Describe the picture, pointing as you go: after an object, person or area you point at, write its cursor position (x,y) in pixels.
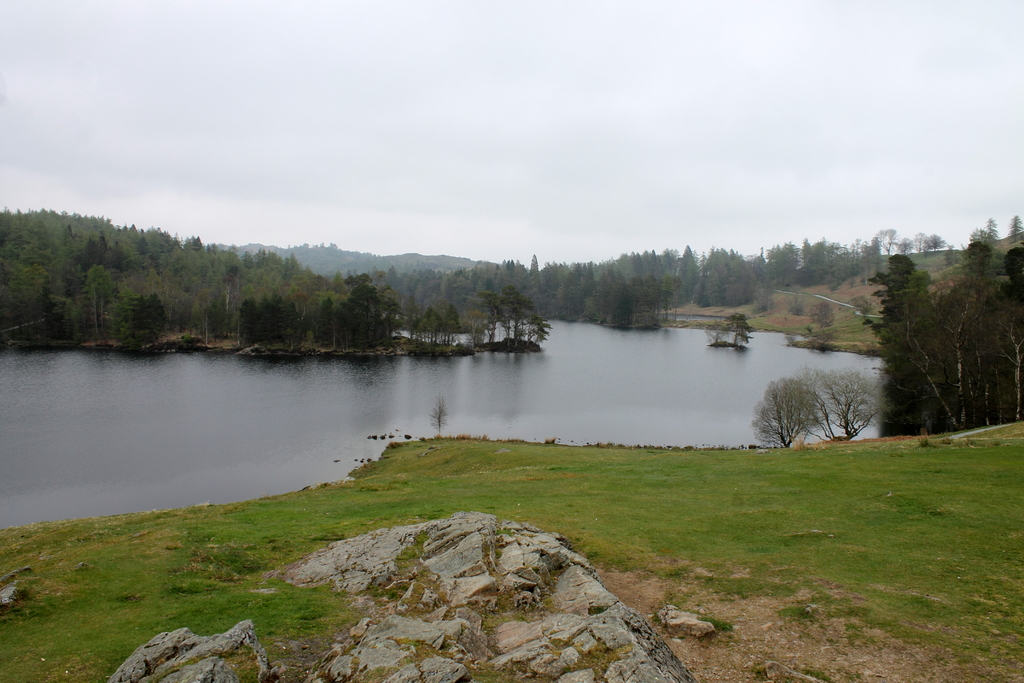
In the foreground of the picture (682,543) there are grass (328,618) and rock (386,579). In the center of the picture (378,296) there are trees (400,278), hills (784,311) and a water body (409,401). Sky (352,127) is cloudy.
